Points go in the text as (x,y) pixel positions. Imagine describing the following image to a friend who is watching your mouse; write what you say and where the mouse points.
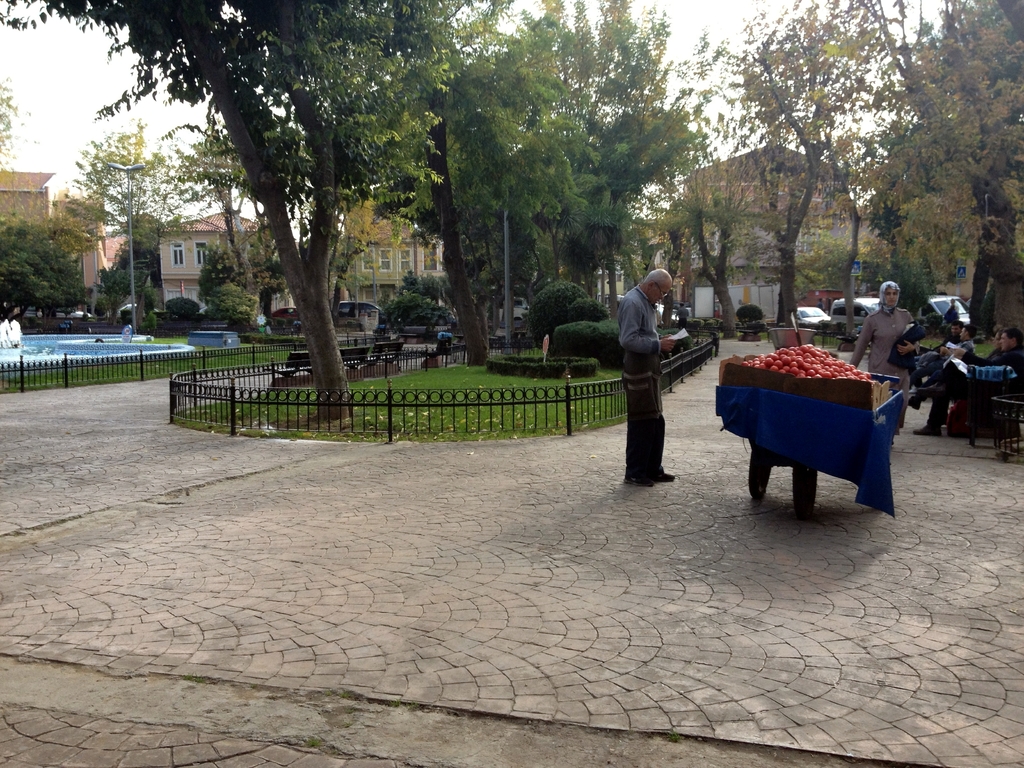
Here we see few buildings (362,296) in a line, we see trees (489,34) around we see a man (652,334) standing and looking at a paper (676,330) and we see a cart (883,376) and we see a woman (910,348) walking and few people (960,397) seated on the bench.
